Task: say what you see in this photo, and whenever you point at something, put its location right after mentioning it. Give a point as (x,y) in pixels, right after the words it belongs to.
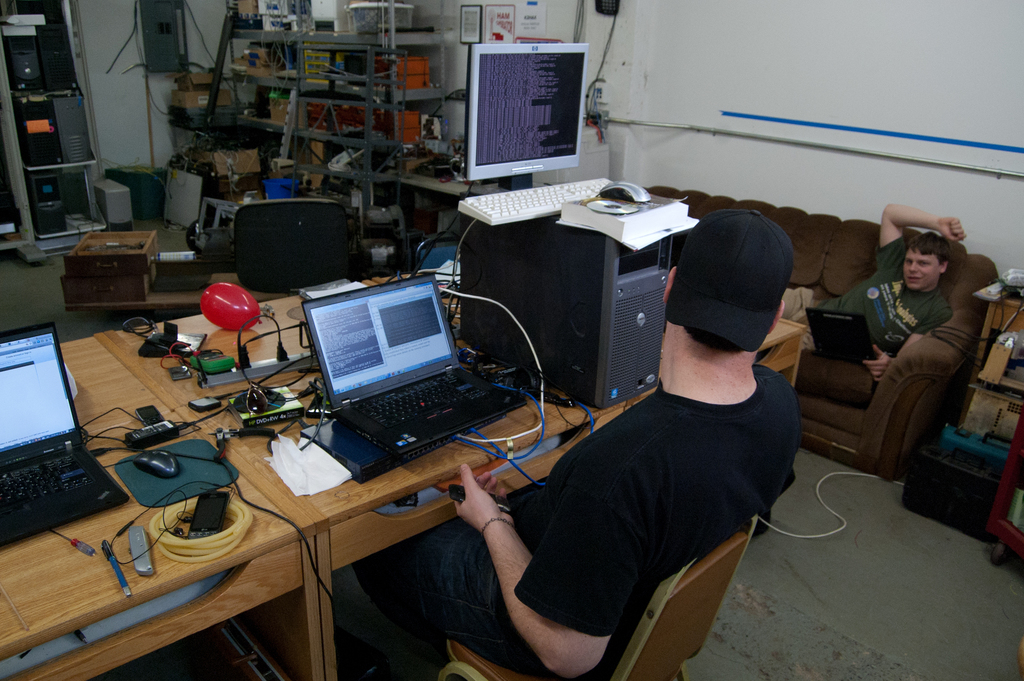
In this picture we can see two people (687,427), one person (655,484) is seated on the chair (691,604), and another one is seated on the sofa (848,363), in the middle of the image (391,363) we can find laptops (409,368), CPU (529,300), books (565,215), balloon (225,314), mobiles (217,515) on the table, and also we can see some electronic instruments (218,146) in the room (275,85).
